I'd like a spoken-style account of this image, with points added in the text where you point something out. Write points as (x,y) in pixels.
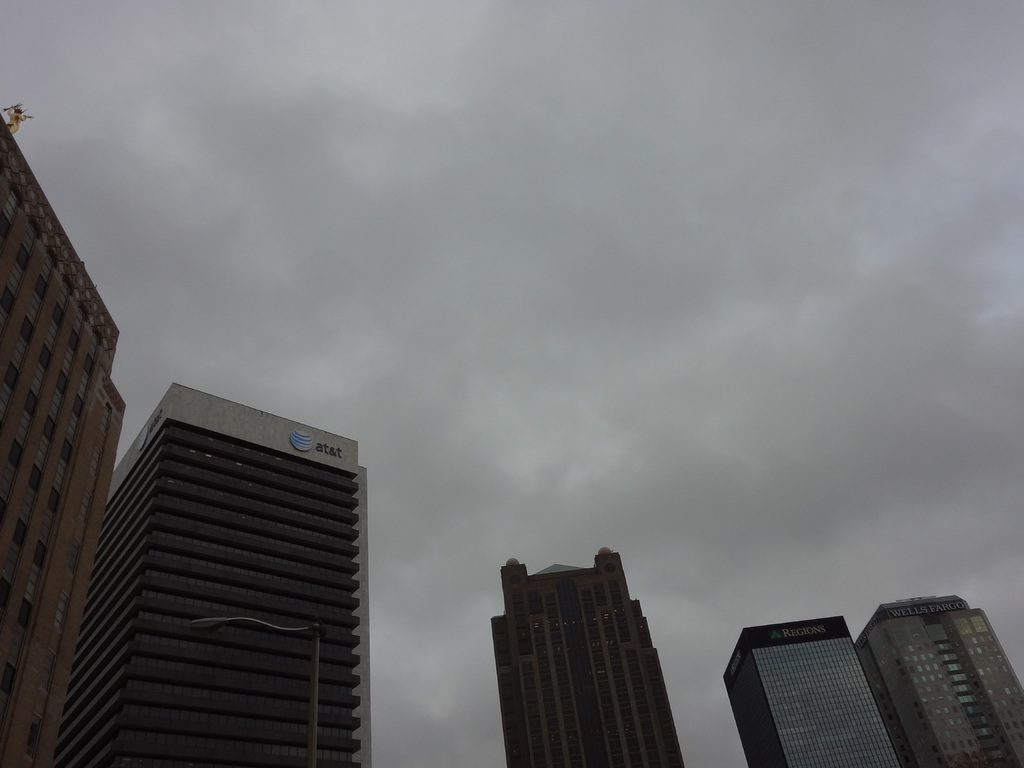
In this picture we can see buildings (37,272), electric pole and we can see sky (640,552) in the background (568,464).
